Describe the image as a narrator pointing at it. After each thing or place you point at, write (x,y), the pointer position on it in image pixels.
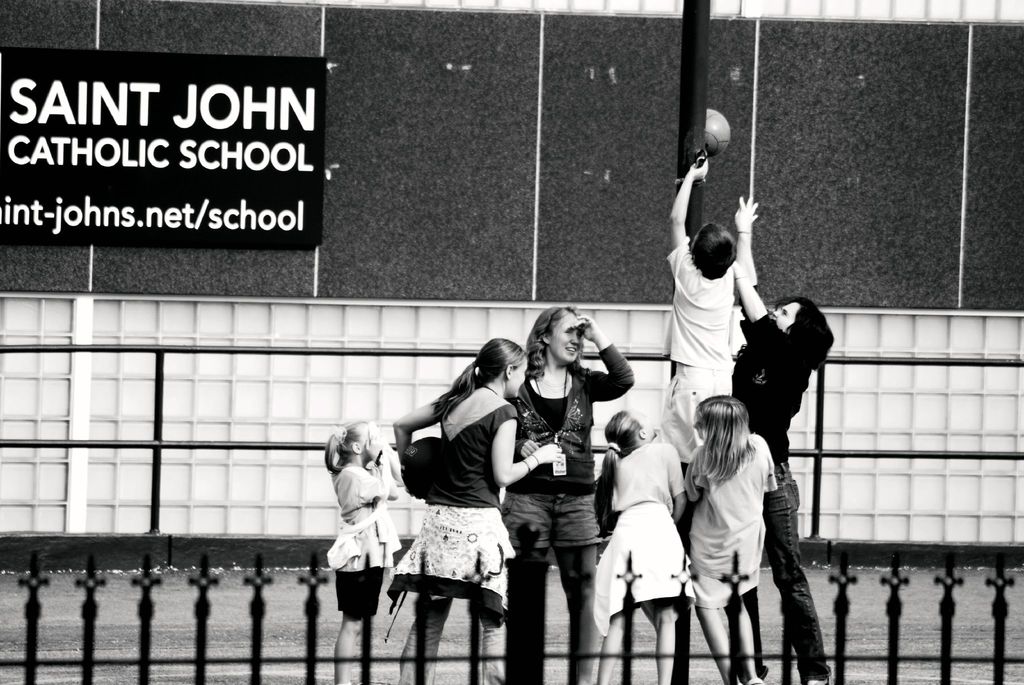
In this black and white image there are a few people (498,483) standing and few are playing with a ball (724,137). In the background (203,217) there is a board (147,196) with some text (166,166) is hanging on the wall (386,335). At the bottom of the image (257,623) there is a railing (518,646).
